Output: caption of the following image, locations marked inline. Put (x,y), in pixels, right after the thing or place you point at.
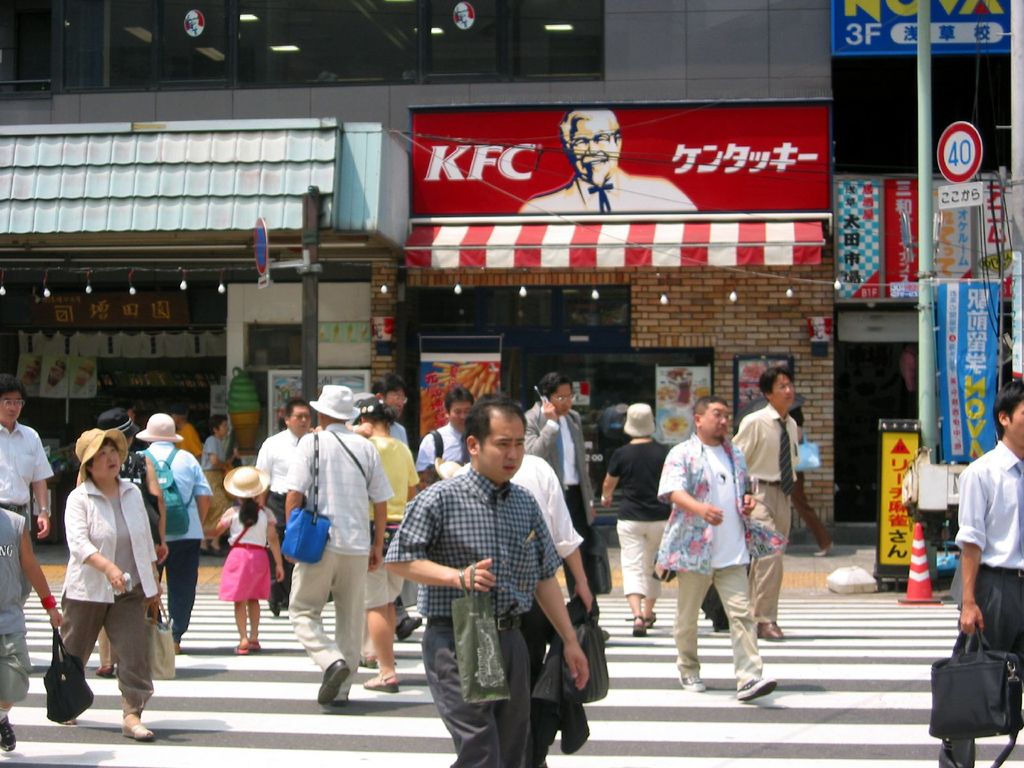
In the middle of the image (537,433) few people (1013,517) are walking and they are holding something in their hands (966,610). Behind them there are some buildings (424,76) and stores (12,302) and poles (1019,106) and sign boards (76,316) and banners (994,296).
